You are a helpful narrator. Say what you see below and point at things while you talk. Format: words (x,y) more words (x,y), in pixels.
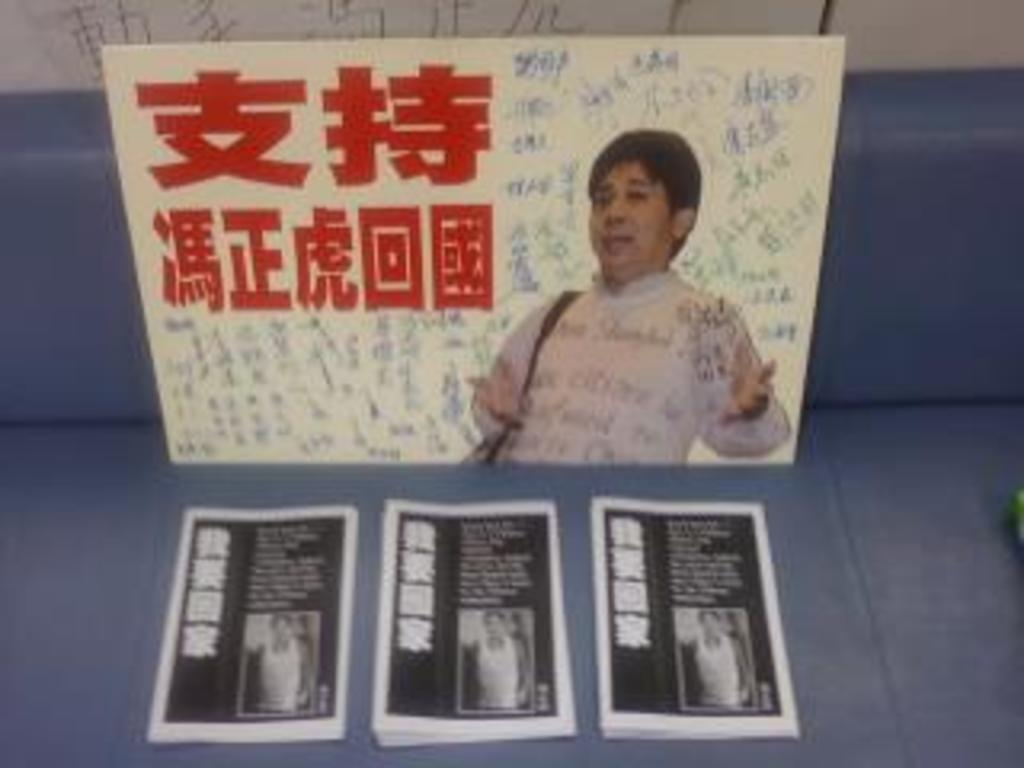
On this whiteboard (721,157) we can see a picture (631,273) of a person (654,246). These are posters (442,638).
